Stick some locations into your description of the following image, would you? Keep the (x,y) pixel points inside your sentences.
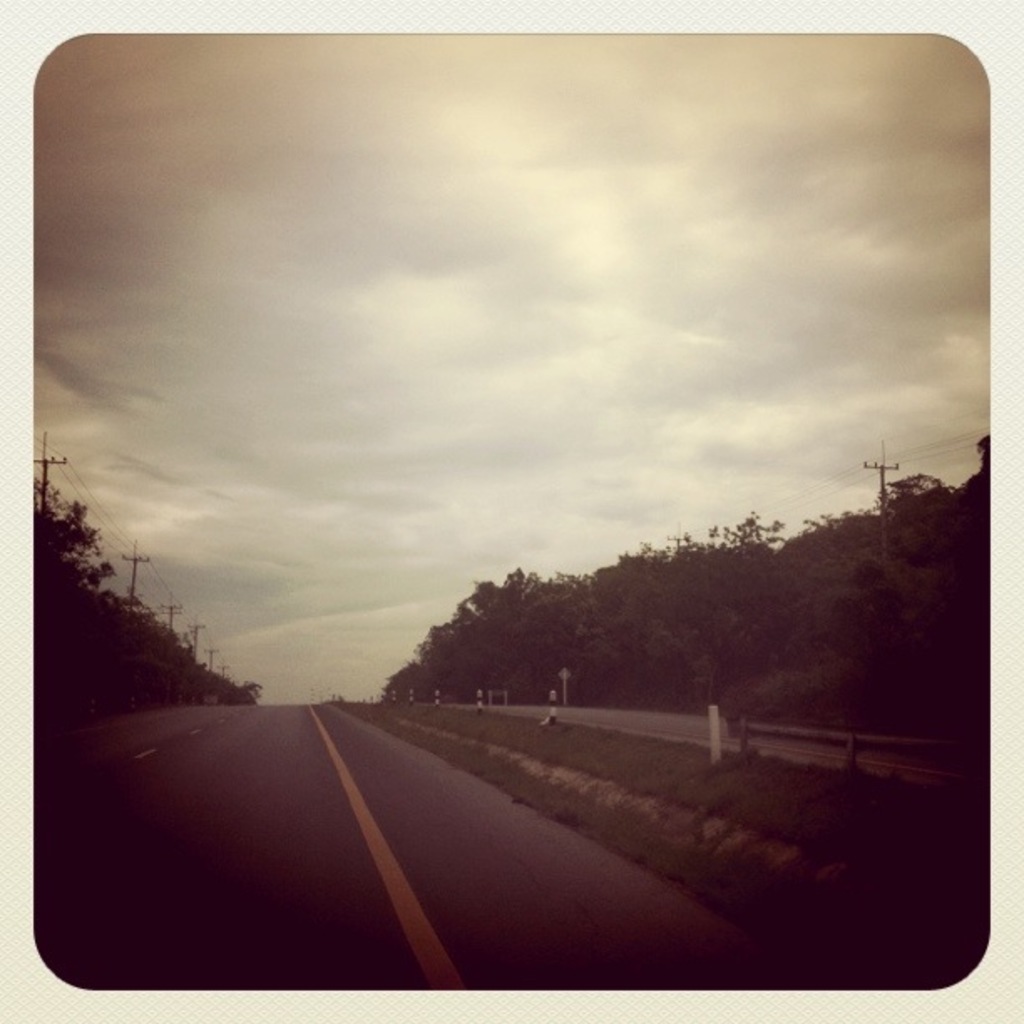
In this picture I can observe a road (346,776). On either sides of the road (243,864) there are some trees (643,618). In the background (482,531) I can observe some clouds (256,327) in the sky (359,426).
